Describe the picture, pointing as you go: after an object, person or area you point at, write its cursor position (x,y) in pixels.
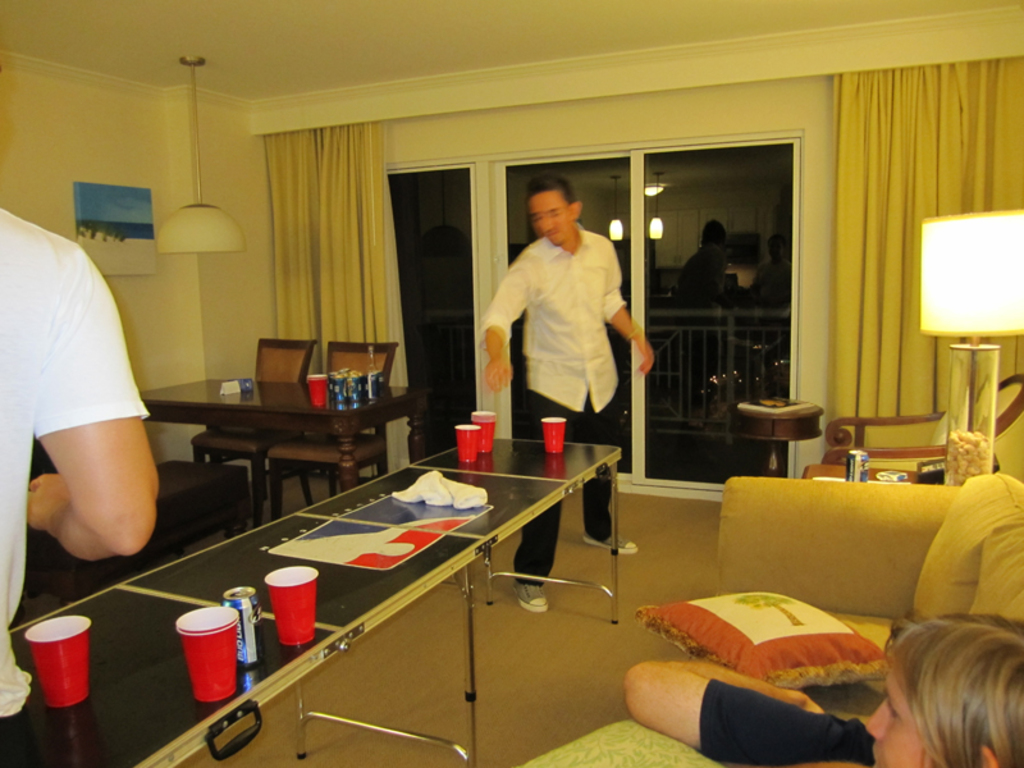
This is a picture of a living room (549,153) where a man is standing, another person (76,276) is also standing, we have table (468,511) where we have some glasses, paper (451,508) and a napkin (463,495) and at the back ground (354,177) we have a lamp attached to the ceiling (223,83), a curtain (309,176), window (625,160), a table (255,387), chairs (301,377), couch (970,511), person (889,648), pillows (749,667).
